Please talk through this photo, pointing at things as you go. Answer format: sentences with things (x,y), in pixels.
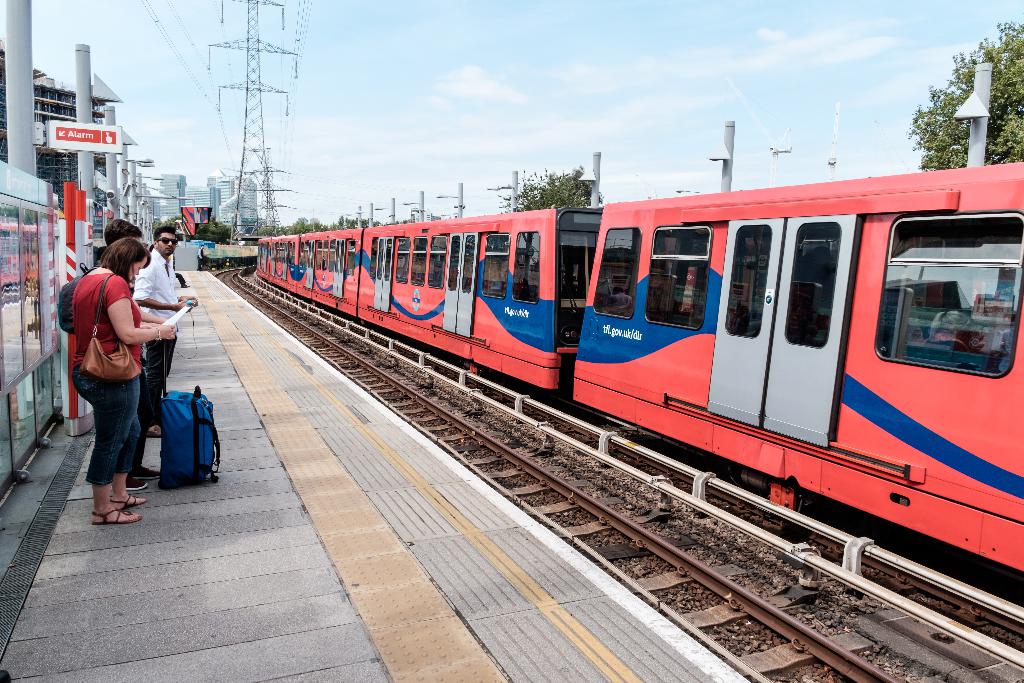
As we can see in the image there is train (712,327), railway track (524,430), street lamps (726,171), trees (954,156), current poles (266,225), three people (120,260) standing on the left side (97,318), blue color bag (197,411), buildings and at the top (373,200) there is sky (659,194).
